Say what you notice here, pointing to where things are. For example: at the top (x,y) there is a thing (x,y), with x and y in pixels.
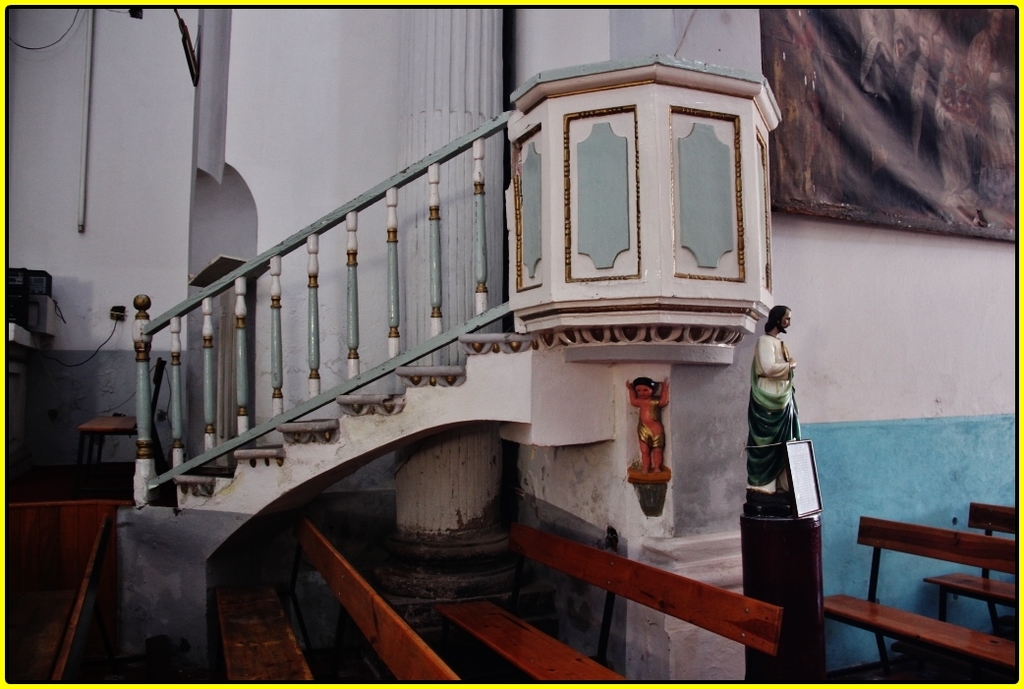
In this image there are some benches (695,600) on the bottom of this image (705,610) and as we can see there are two statues (760,422) on the right side of this image (762,442) and there is a wall (156,234) in the background (290,175). There are some stairs (137,494) in middle of this image (355,281) and there are some objects (25,292) kept on the left side of this image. There is one photo frame (797,95) is attached on the wall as we can see on the top right corner of this image (852,144).
